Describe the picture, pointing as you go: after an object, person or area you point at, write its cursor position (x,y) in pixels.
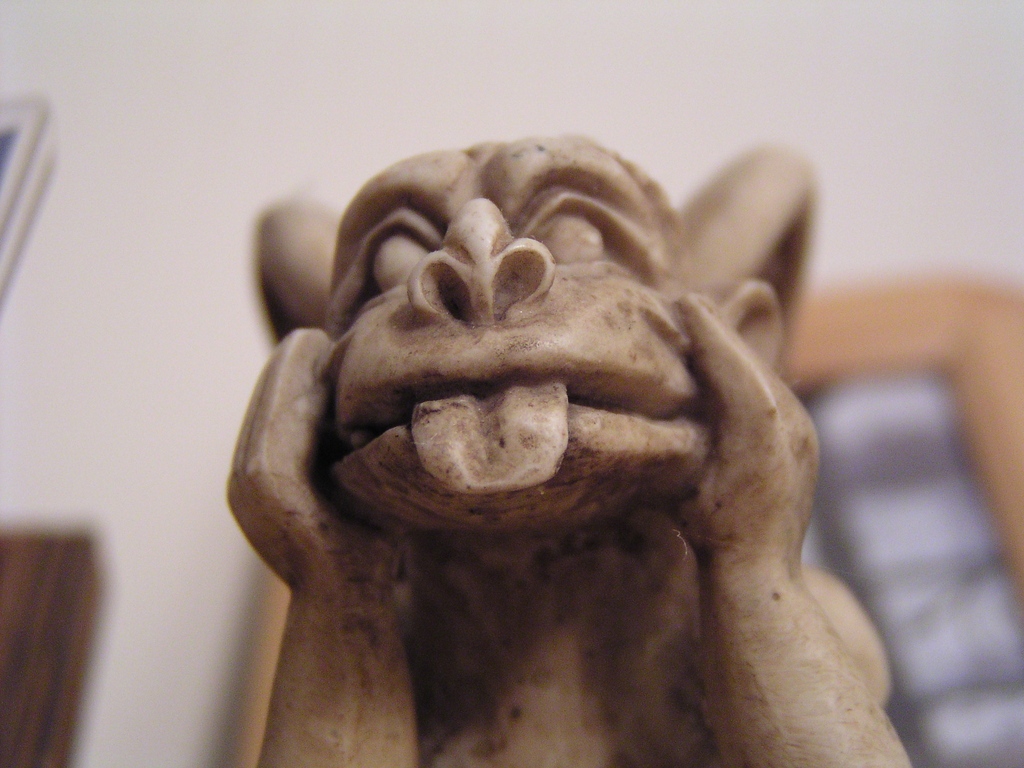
In the picture I can see a monkey sculpture (492,538) and the surroundings of the image is slightly blurred.
